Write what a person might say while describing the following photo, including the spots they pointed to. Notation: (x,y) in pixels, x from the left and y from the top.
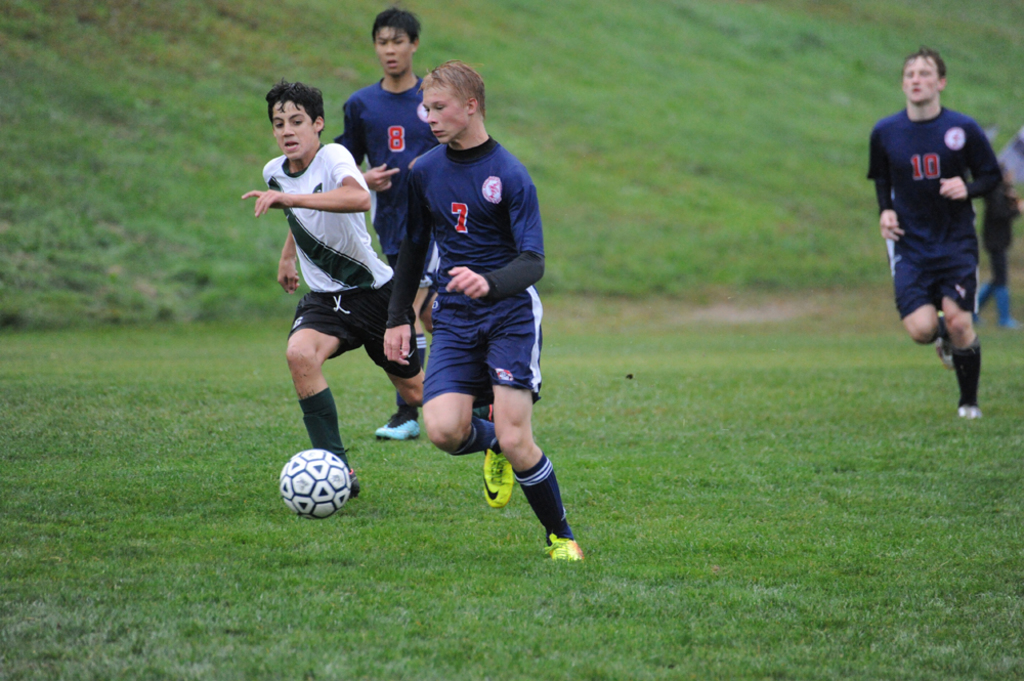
In this image we can see few persons (310,350) are running on the grass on the ground (500,47) and playing football. On the right side (929,117) we can see a person (915,133) is running and another person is walking on the ground (928,348). In the background (215,53) we can see grass (158,141) on the ground (4,431).
